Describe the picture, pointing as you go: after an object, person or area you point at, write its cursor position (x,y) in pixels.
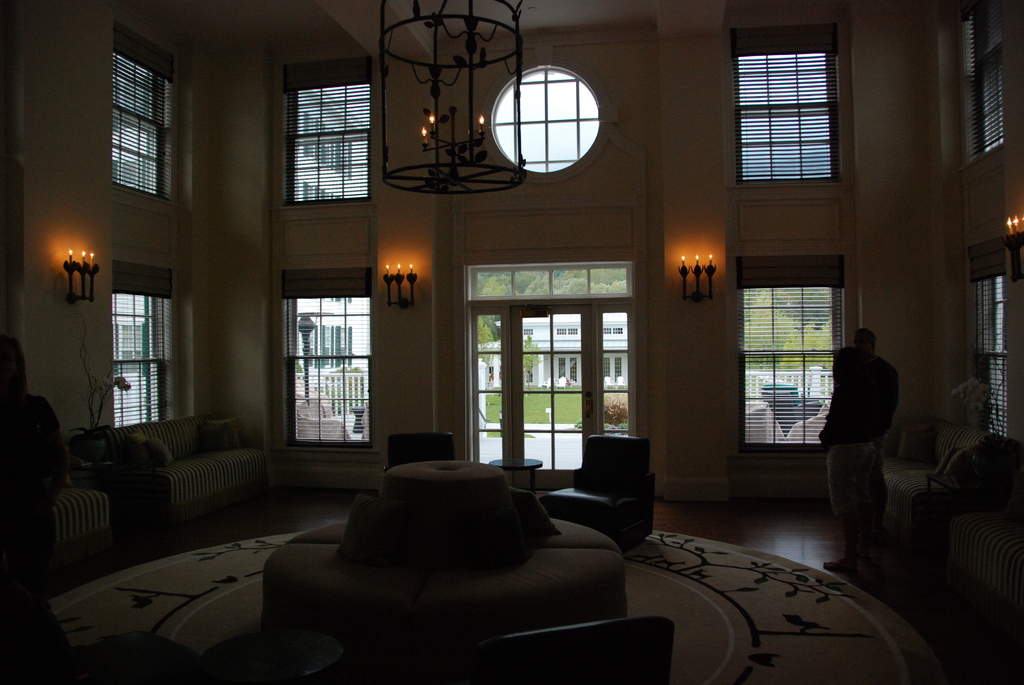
In the hall (942,338) I can see three persons (19,508), sofas (294,583), chairs (396,446) and a table (301,671). In the background (760,369) I can see a wall (394,339), candles (413,274), windows (289,356) and a door (591,415). On the top (519,177) I can see a chandelier (471,140) is hanged. This image is taken in a hall (697,519) during a day.
